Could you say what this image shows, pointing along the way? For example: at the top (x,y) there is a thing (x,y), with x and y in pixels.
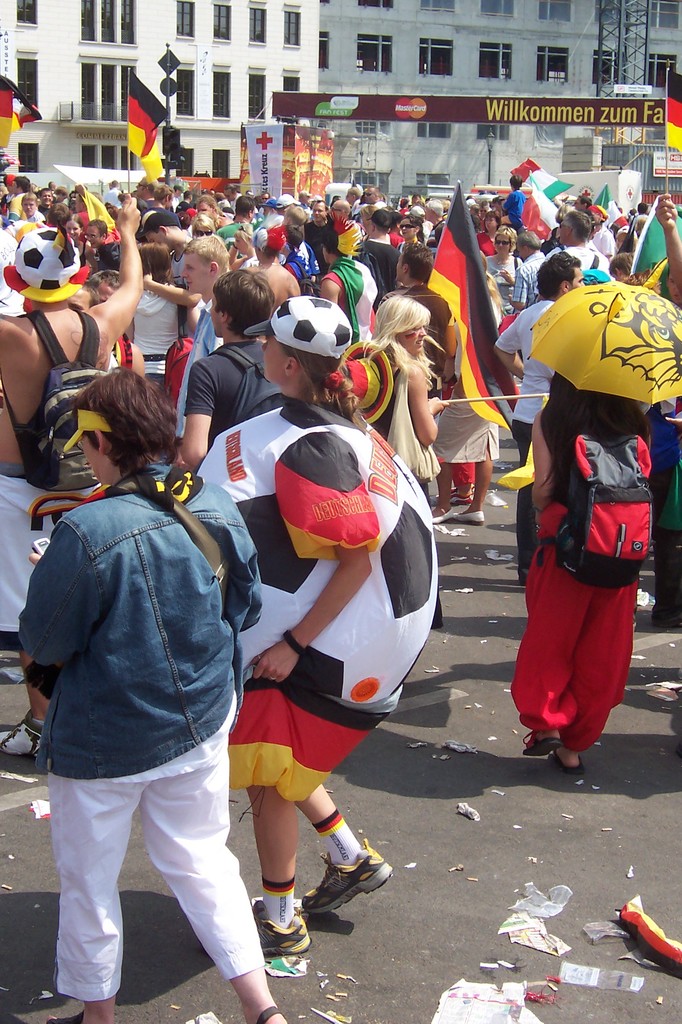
In this image we can see people (420,275), flags (157,130), hoardings (255,139) and buildings (613,76). Few people (24,348) are holding flags (10,80) and umbrella (609,334). Far there is a light pole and sign boards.
